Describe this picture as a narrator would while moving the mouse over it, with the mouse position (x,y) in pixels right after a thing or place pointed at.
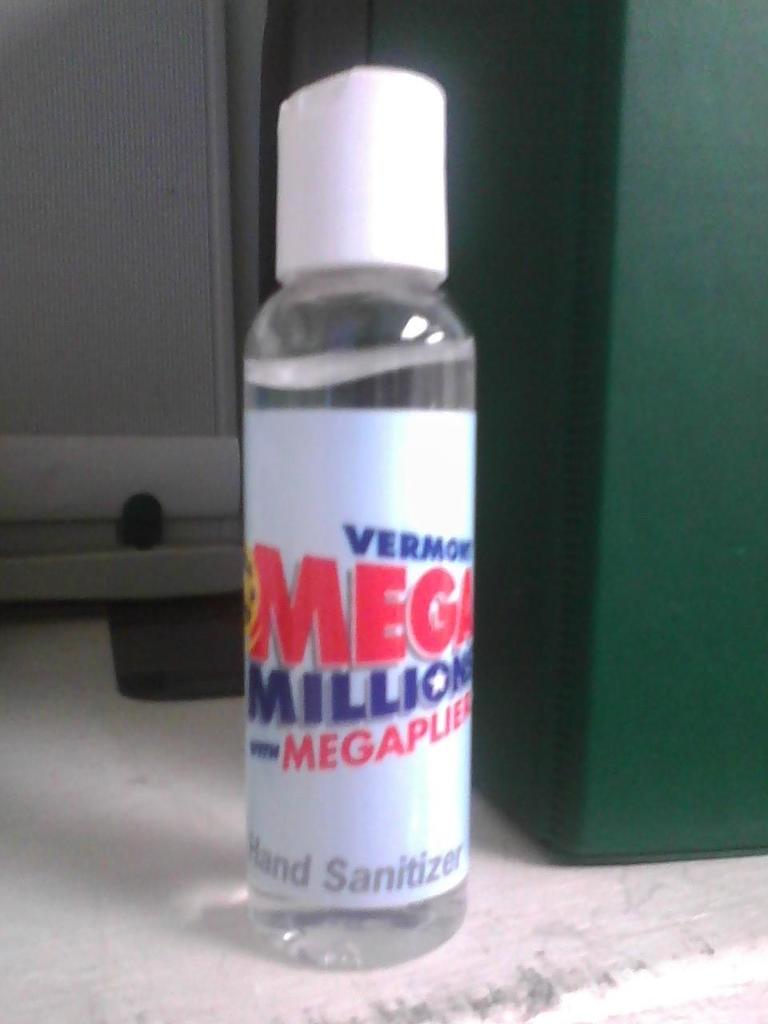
This image consists of bottle (280,674) which has Mega millions (418,641) written on it and there is a green color thing (617,693) to the right side of it. White color cap (416,194) is there to that bottle (385,256).
